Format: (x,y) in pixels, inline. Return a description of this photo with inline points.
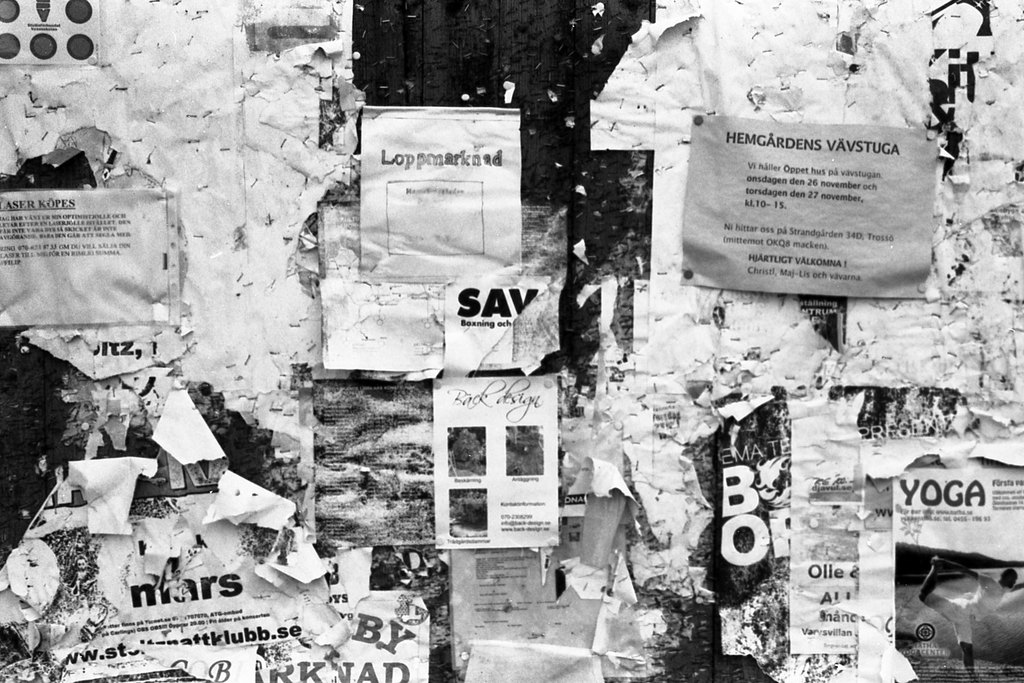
In this image I can see the posts (463,334) attached to the surface (408,94). And this is a black and white image.
